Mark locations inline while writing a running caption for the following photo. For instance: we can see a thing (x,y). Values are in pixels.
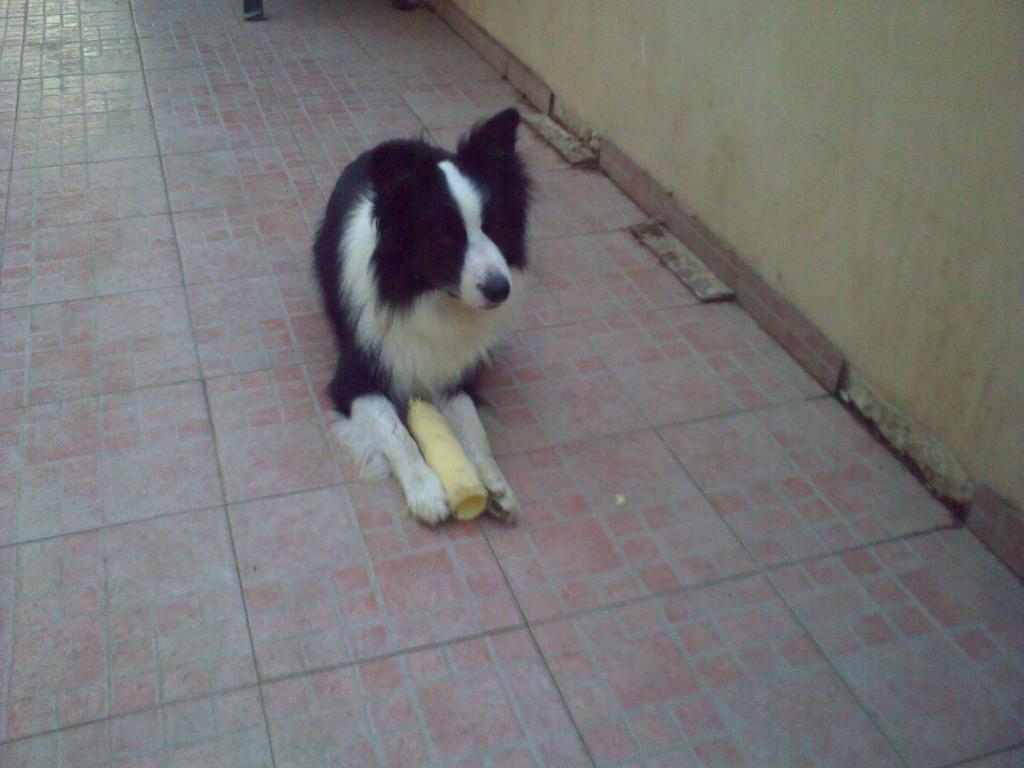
In this image, we can see a dog (402,448) and an object (449,460) on the ground (689,492). We can see the wall (799,271). We can also see an object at the top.
